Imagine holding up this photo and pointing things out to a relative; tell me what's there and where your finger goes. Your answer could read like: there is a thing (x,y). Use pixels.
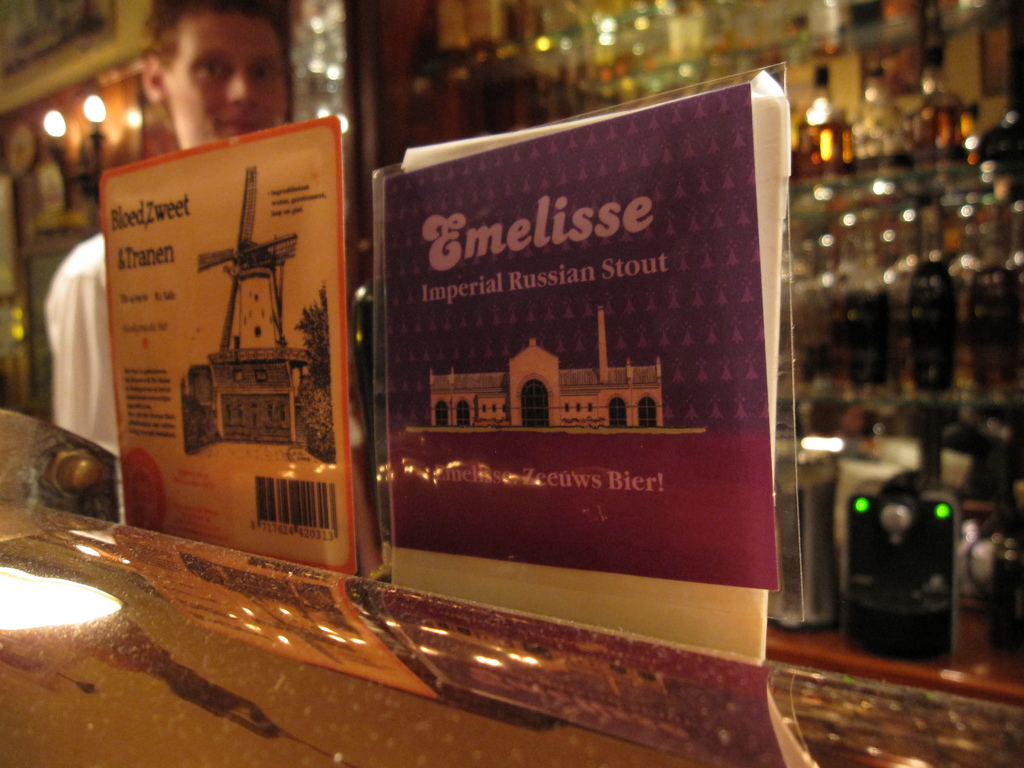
There is a man (221,127) and this is table (405,616). Here we can see posters (678,372), lights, rack (838,97), bottles (919,149), and a device (886,579).
